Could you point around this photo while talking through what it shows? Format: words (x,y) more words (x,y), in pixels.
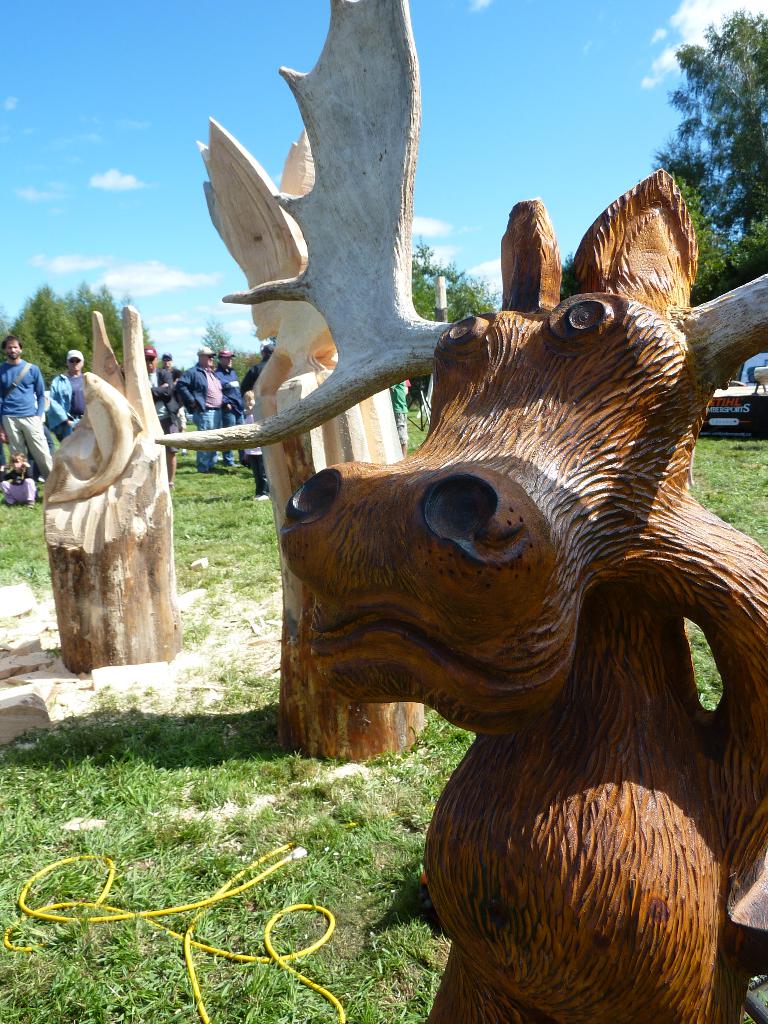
In this image there is a chainsaw carving (296,460) on the wood (324,652), behind them there are a few people (158,394) standing and there is a plastic rope (197,905) on the ground (333,839), in the background of the image (766,272) there are trees (739,272).
